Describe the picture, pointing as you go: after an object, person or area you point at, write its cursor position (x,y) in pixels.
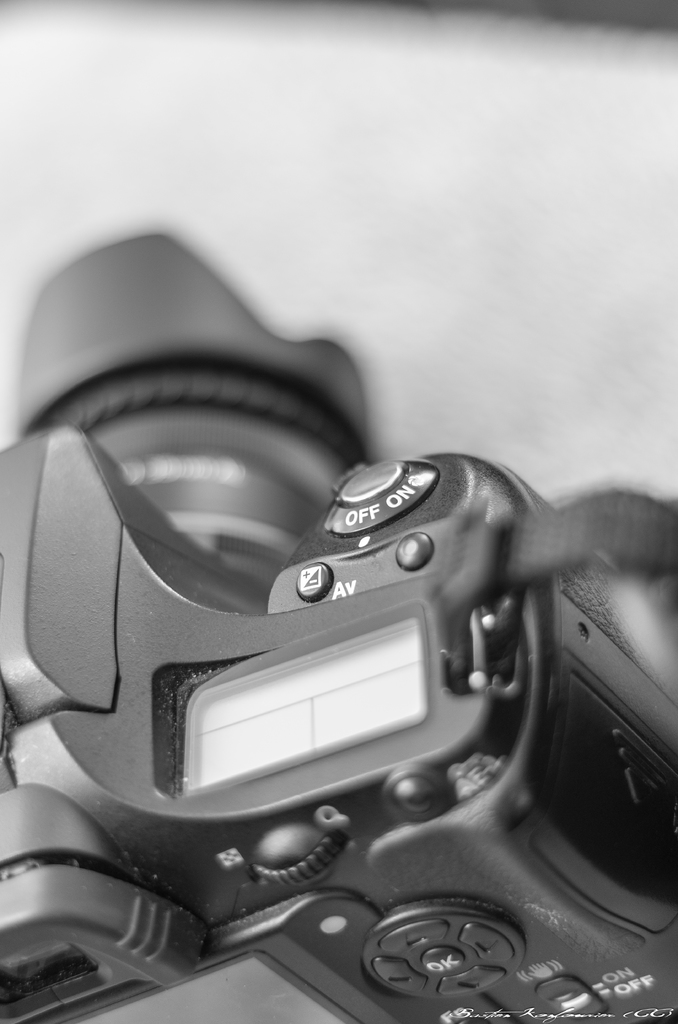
In this image at the bottom (260,809) there is a camera (286,745), and on the top of the image (474,223) there is table (498,347).
